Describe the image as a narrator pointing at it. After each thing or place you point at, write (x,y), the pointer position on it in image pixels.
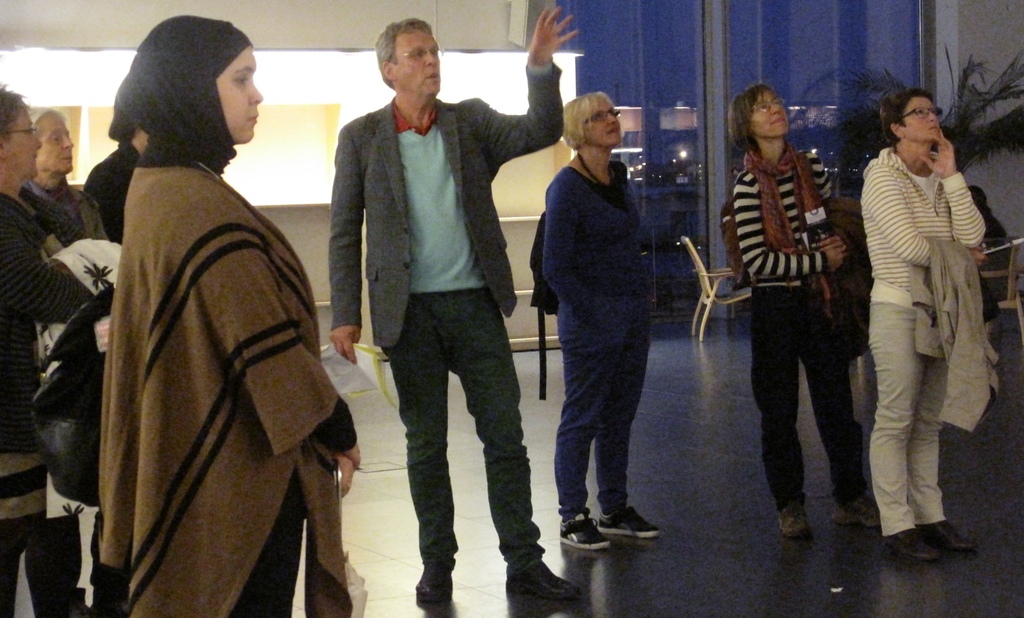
This image consists of many persons (477,259). In the front (402,315), the man (402,315) wearing a suit (379,342) is holding a paper (372,387). At the bottom (762,584), there is a floor (703,602). In the background (15,67), we can see a wall (257,157). In the middle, there is a chair (739,299). On the right (869,127), it looks like a plant (1014,142).
